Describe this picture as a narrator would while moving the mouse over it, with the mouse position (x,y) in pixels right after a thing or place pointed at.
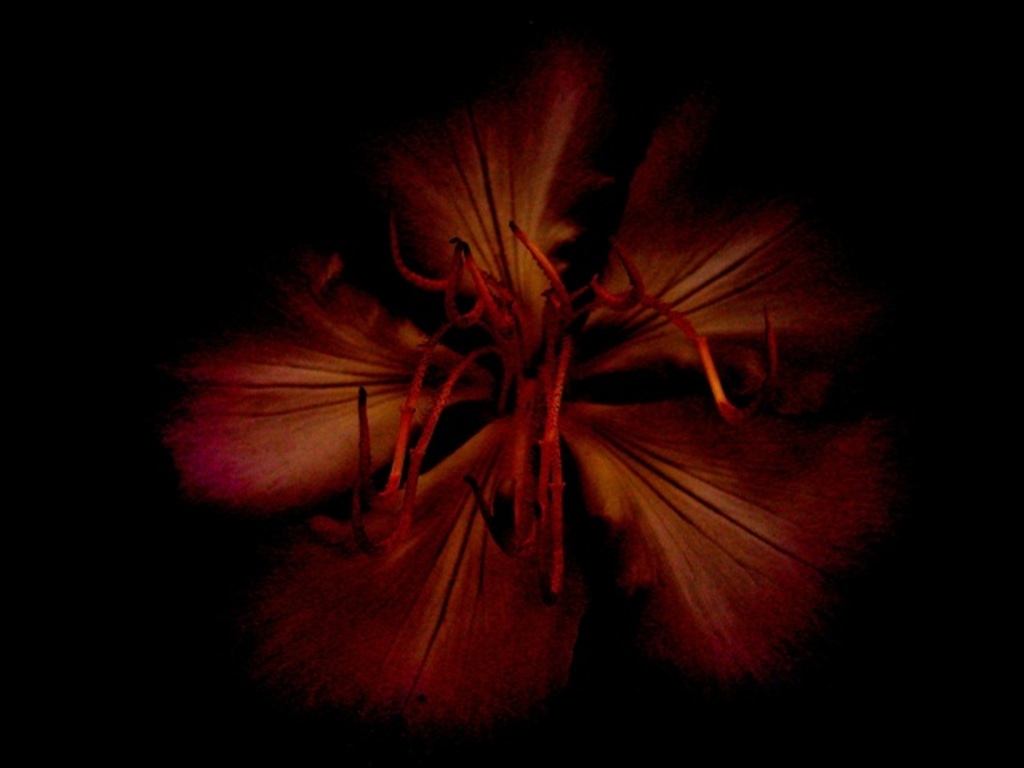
In the image we can see a flower (510,130).
